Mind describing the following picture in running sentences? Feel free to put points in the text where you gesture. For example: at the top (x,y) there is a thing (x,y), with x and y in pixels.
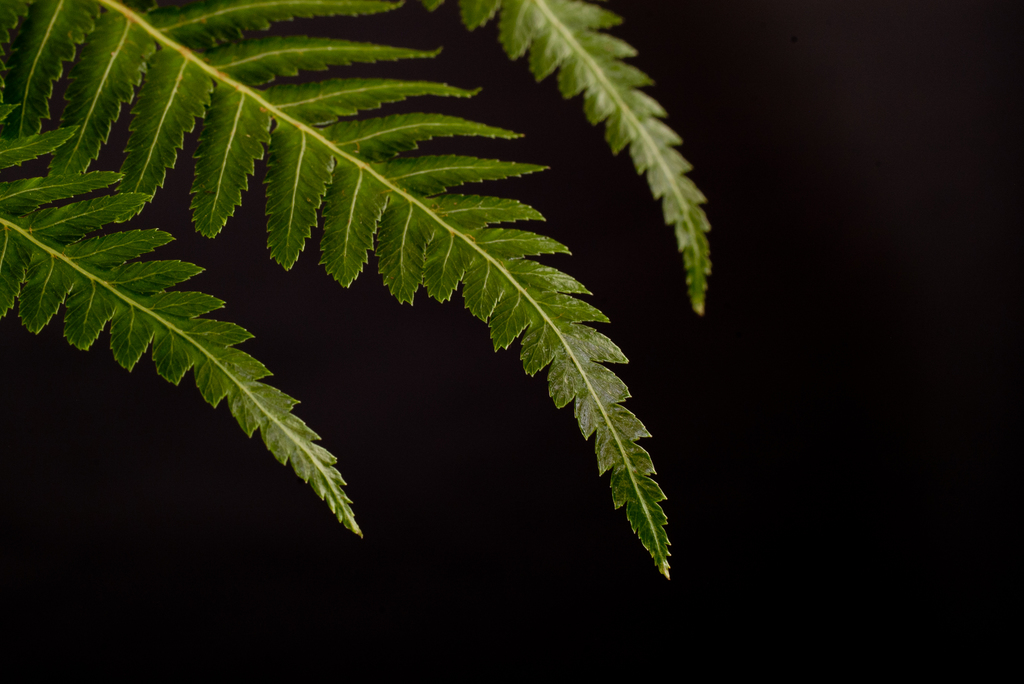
In this image, we can see some leaves (560,53) and the dark background (913,667).
